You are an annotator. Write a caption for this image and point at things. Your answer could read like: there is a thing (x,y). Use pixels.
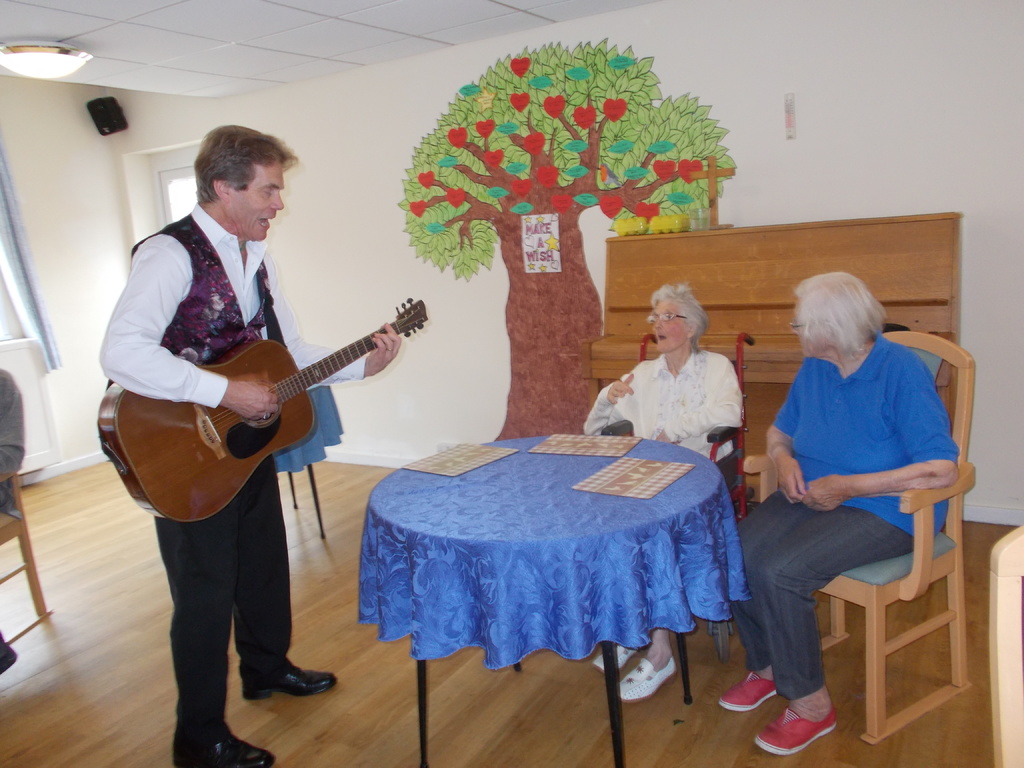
there are two old people (861,308) sitting in a chair (884,607) in front of a table (610,691) across from them there is a man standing holding a guitar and there is a art (560,386) on the wall (421,373) of a tree (554,406).
